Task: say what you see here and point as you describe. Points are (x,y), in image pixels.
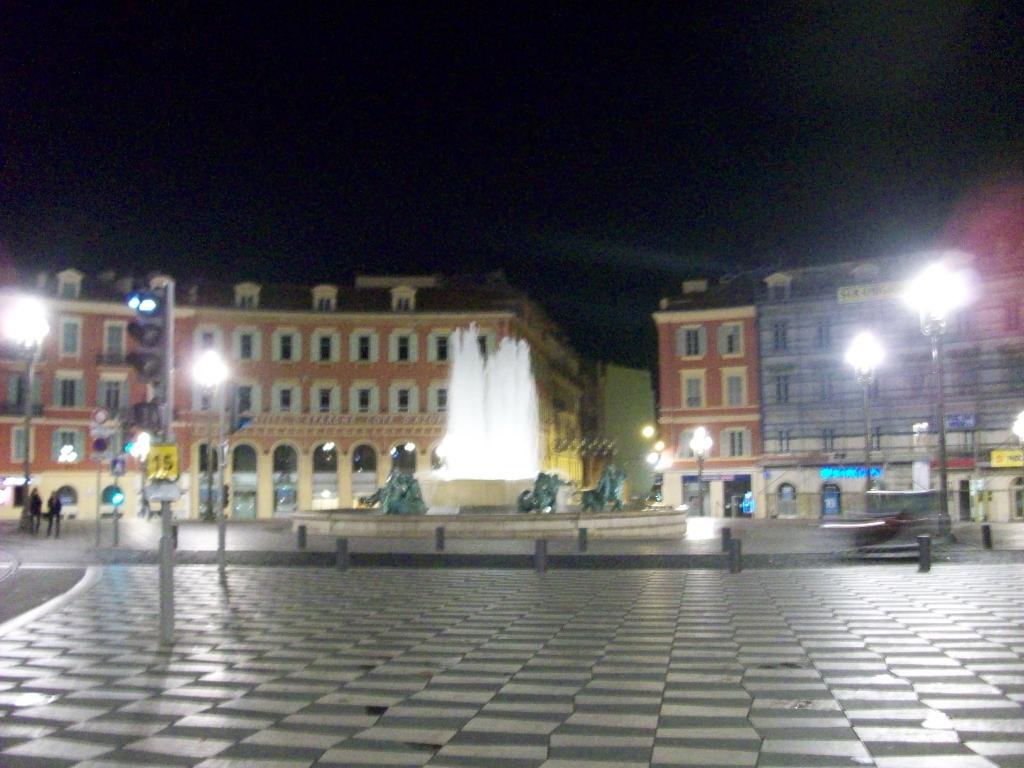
In the image we can see in front (508,411) there is a fountain (408,484) and behind there are buildings (536,378). There are people (35,507) standing near the street light pole (28,431).
